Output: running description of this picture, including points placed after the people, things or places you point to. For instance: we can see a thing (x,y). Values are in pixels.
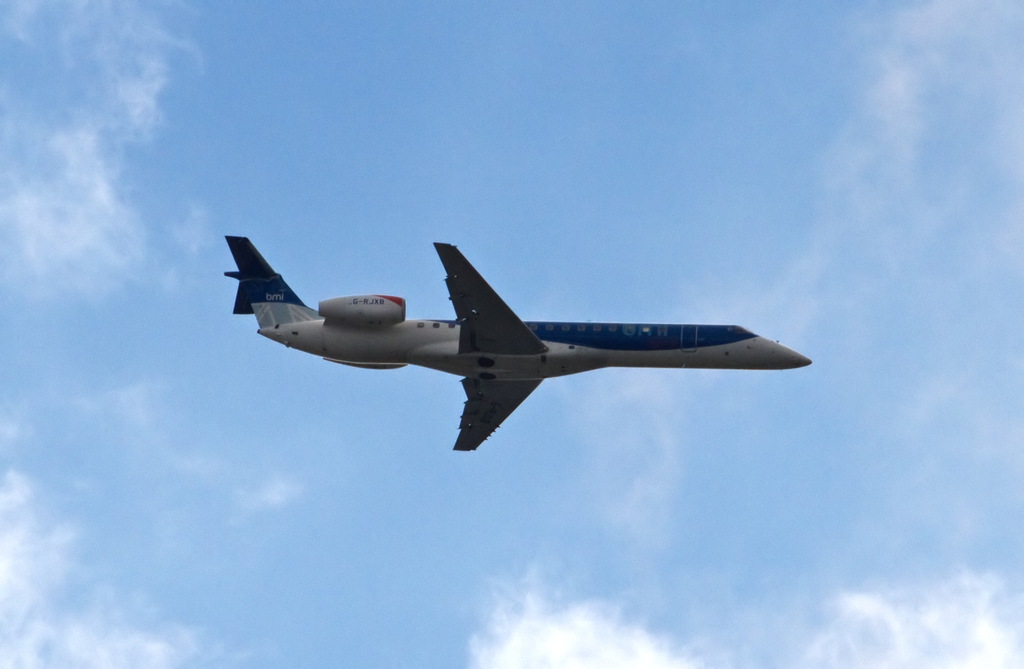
In this image there is an airplane (519,336) flying in the sky (572,304).
